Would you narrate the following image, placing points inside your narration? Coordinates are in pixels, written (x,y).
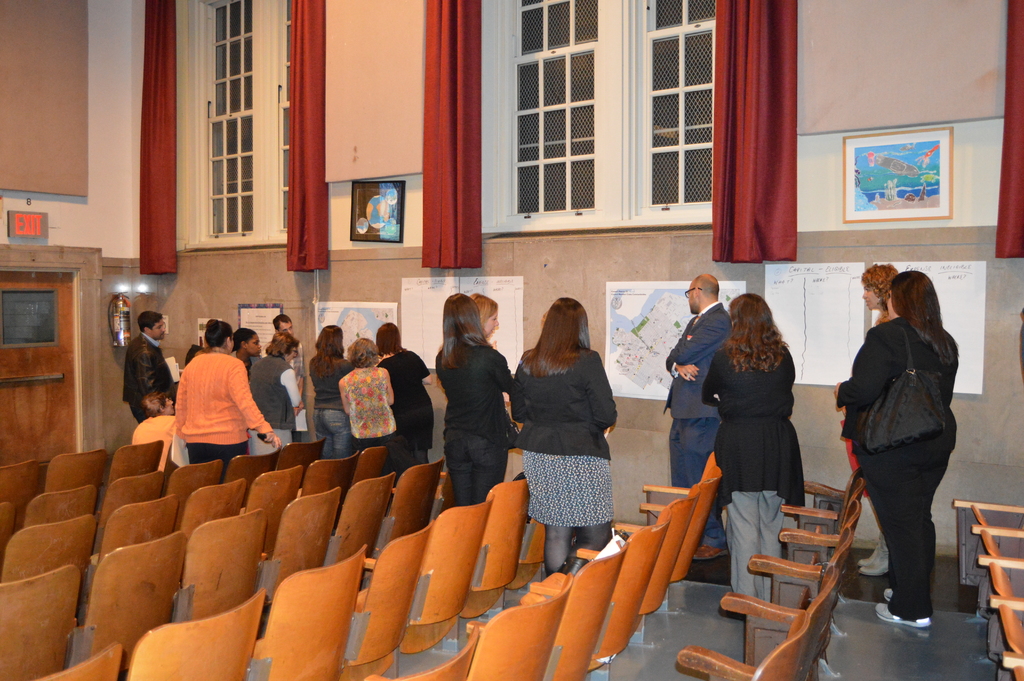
In this picture I can see a number of sitting chairs (446,556). I can see people (558,376) standing on the surface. I can see charts (418,315) on the wall (828,190). I can see photo frames (892,174) on the wall (816,160). I can see glass windows (518,104). I can see the curtains (458,202).
